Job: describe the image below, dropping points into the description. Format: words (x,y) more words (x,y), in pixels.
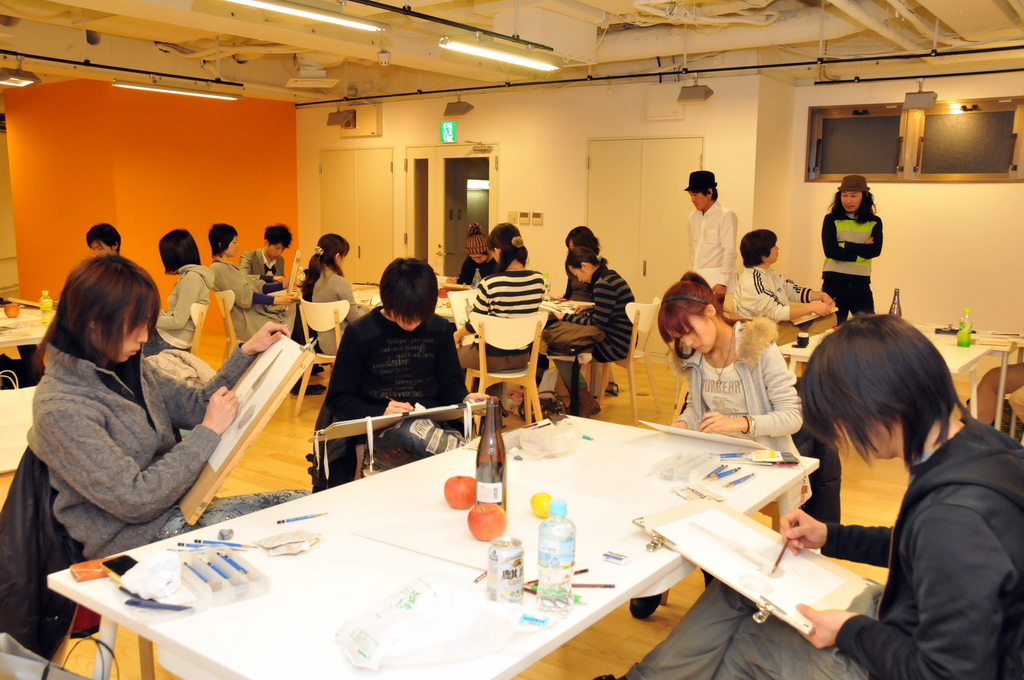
In this image there are group of persons (507,292) sitting and drawing at the foreground of the image (505,480) there are bottles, pencils (596,587), erasers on top of the table (519,521).
